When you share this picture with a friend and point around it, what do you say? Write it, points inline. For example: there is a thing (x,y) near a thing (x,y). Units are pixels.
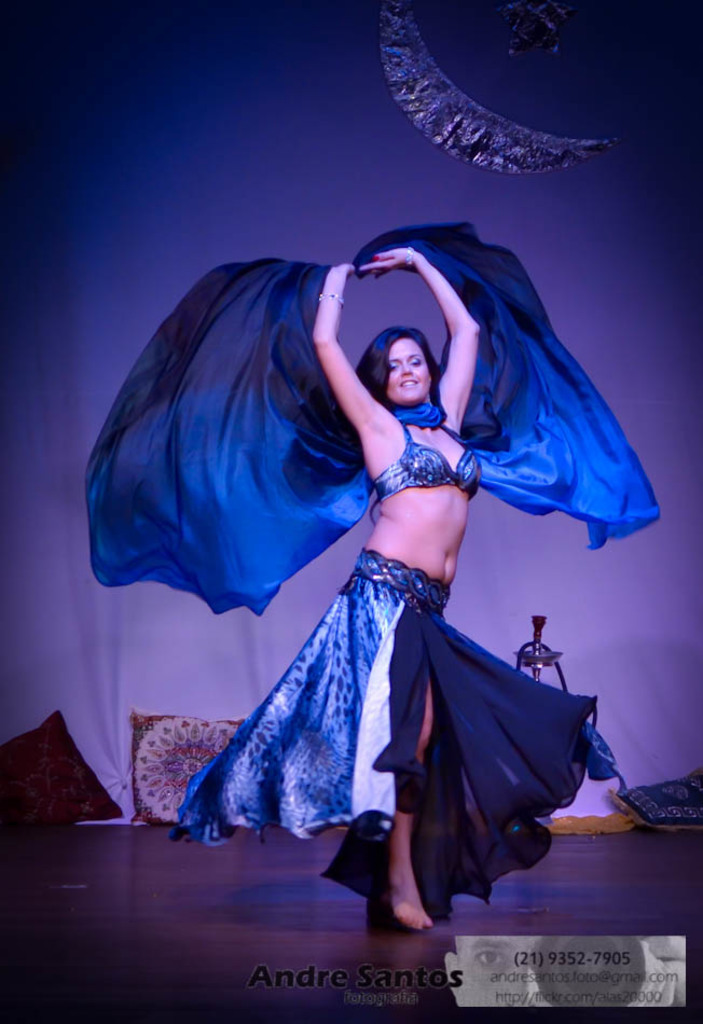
In this image I can see a woman (420,500) wearing blue color dress (413,641), smiling and dancing on the floor (280,935). In the background (2,589), I can see white color curtain (405,199) and there are some pillows (639,807). At the bottom of the image (392,986) I can see some edited text (299,981).
